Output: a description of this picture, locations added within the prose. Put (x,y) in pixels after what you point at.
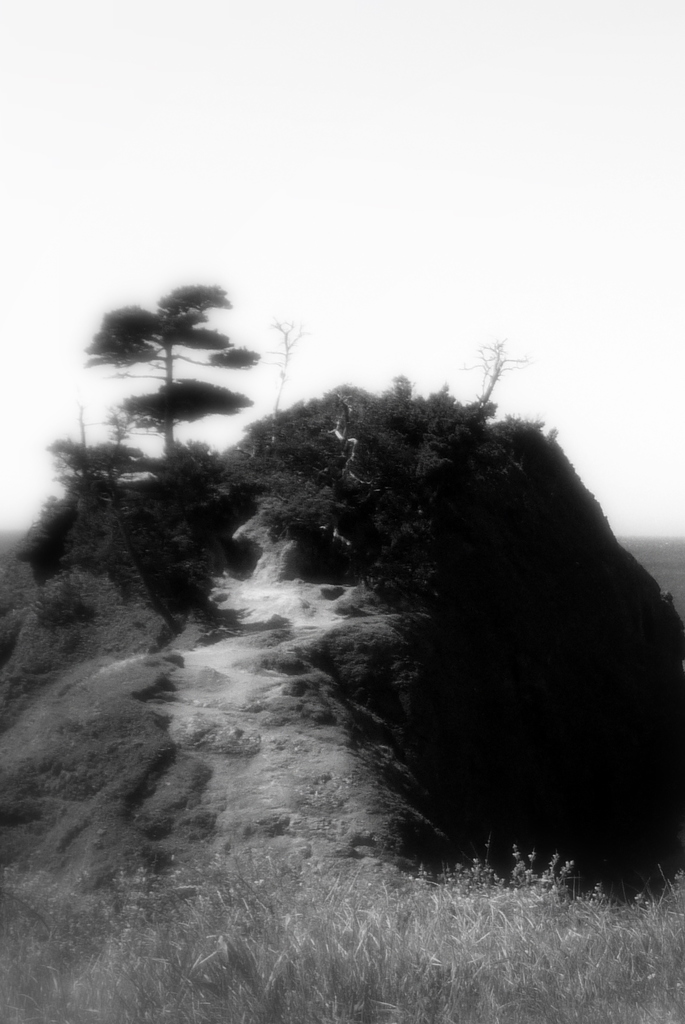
It is a black and white image, there is a hill (557,707) and on the hill (216,803) there are plenty of trees (188,489) and plants (350,514) below the hill (304,771) there is a lot of grass (464,928).
